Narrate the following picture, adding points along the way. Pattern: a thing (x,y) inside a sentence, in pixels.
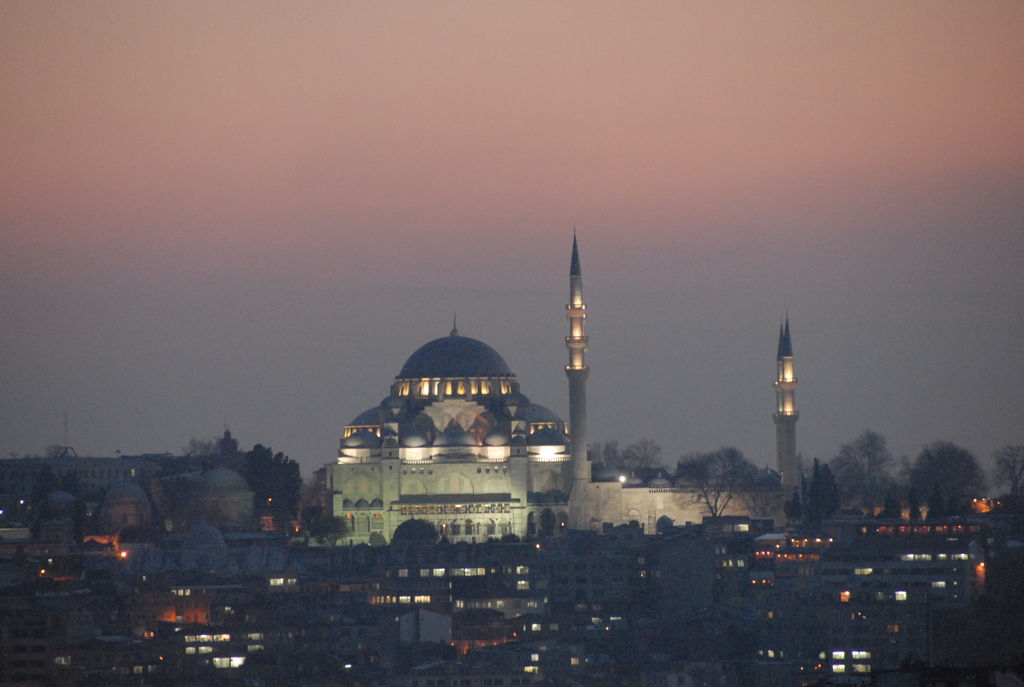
In this image I can see few buildings (453,450), in front the building (449,455) is in white color and I can see few lights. Background (202,330) I can see the sky (350,151).
